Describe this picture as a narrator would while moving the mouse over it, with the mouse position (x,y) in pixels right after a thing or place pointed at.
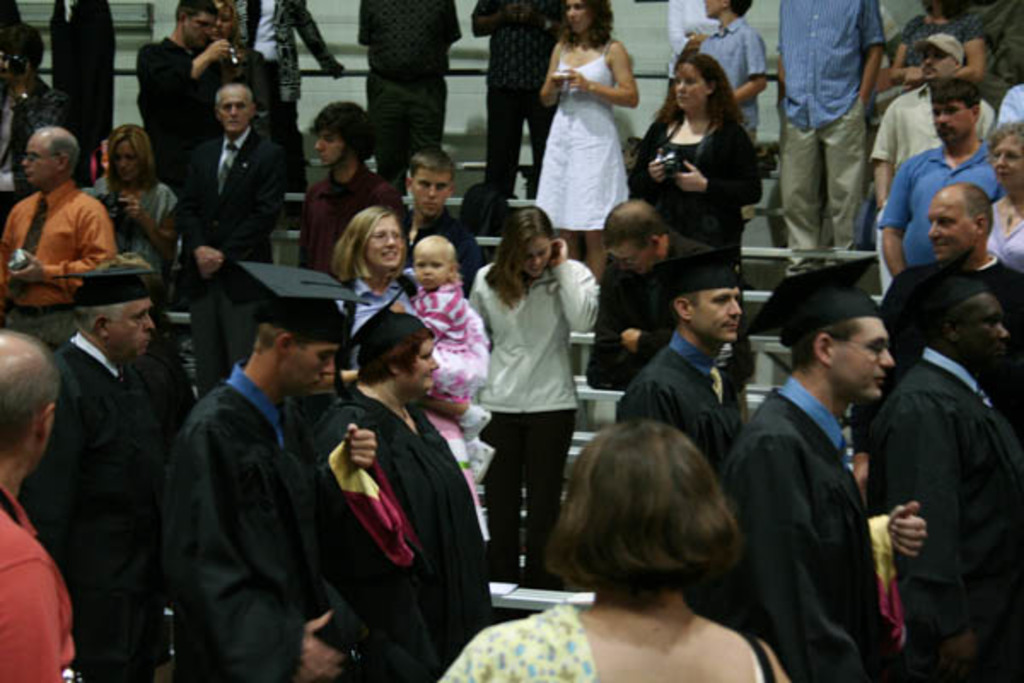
In this picture we can see some people (99,470) standing here, these people (974,454) wore black color gowns (264,416) and hats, we can see stairs (608,412) here.
